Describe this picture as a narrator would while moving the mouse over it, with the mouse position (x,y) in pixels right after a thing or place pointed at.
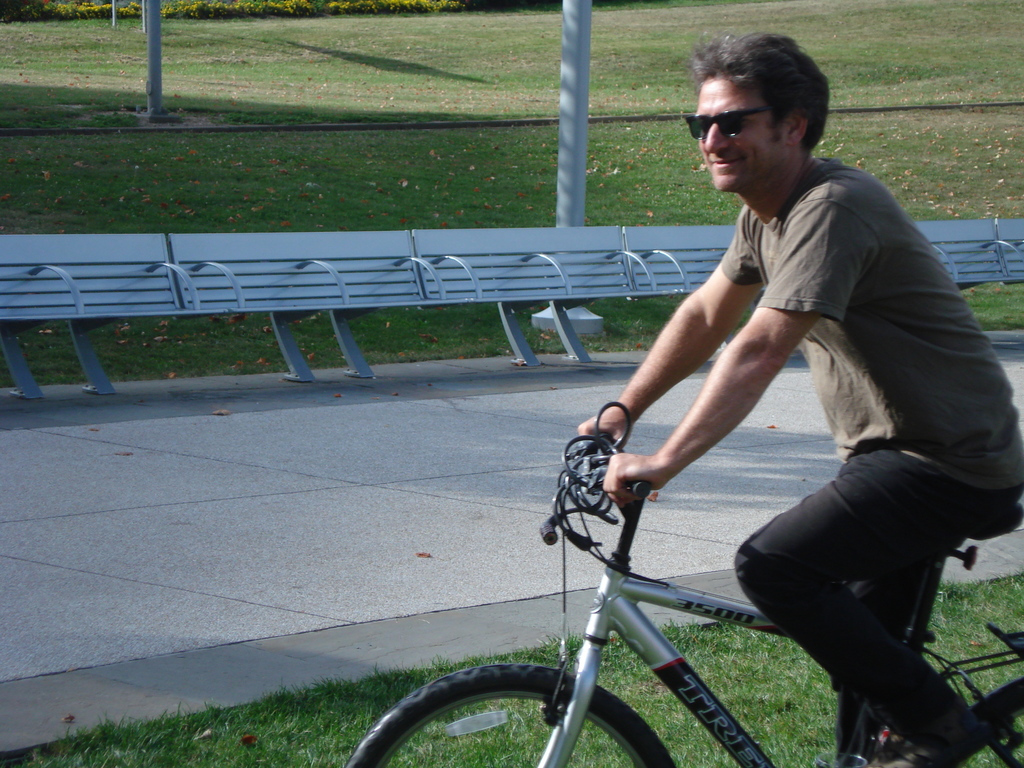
In this picture a man (892,250) is smiling and riding a bicycle (642,635).
